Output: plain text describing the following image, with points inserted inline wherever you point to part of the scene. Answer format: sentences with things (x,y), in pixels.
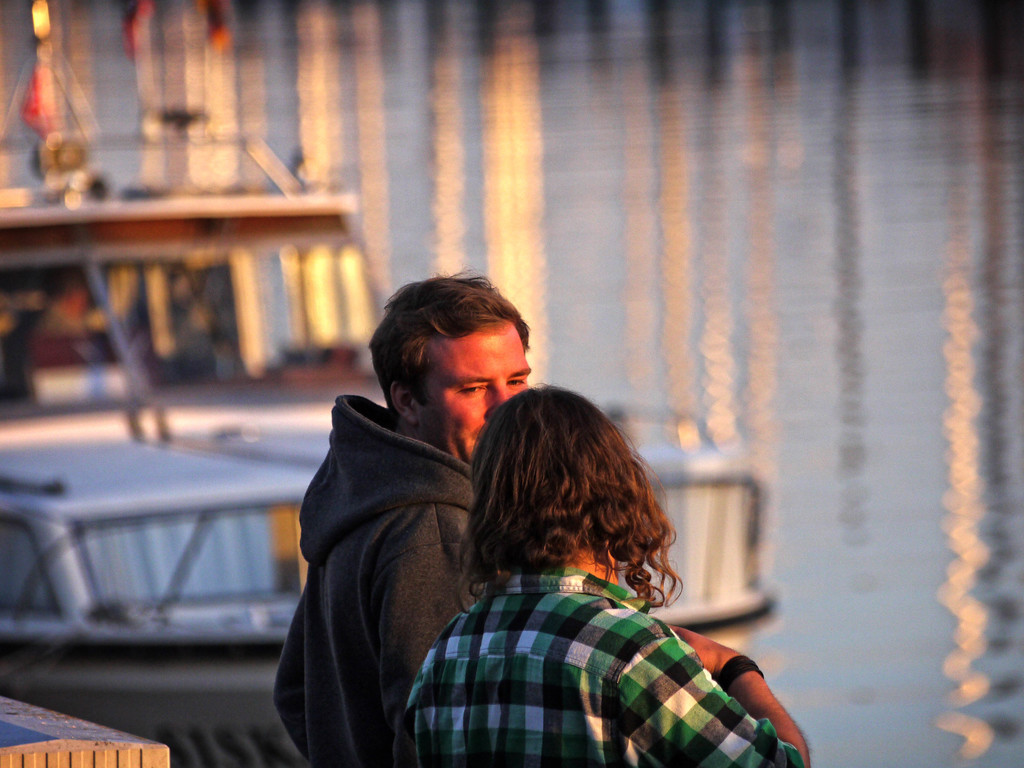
In this image we can see two persons (502,550). In the background (746,387) there is water (749,338). Also there is a boat (206,449) on the water (839,582). And in the background (696,257) it is blur.
